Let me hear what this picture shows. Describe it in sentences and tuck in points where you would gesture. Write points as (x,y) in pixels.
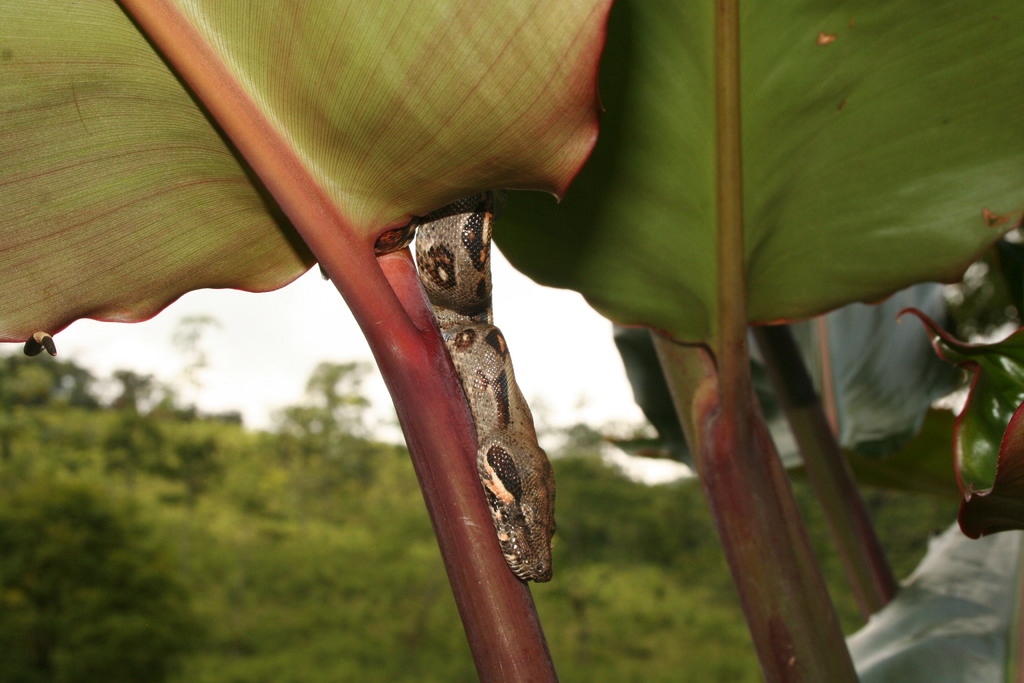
In the image we can see a snake (503,401), leaves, stem (460,407), white sky (237,311) and the background (209,556) is blurred.
